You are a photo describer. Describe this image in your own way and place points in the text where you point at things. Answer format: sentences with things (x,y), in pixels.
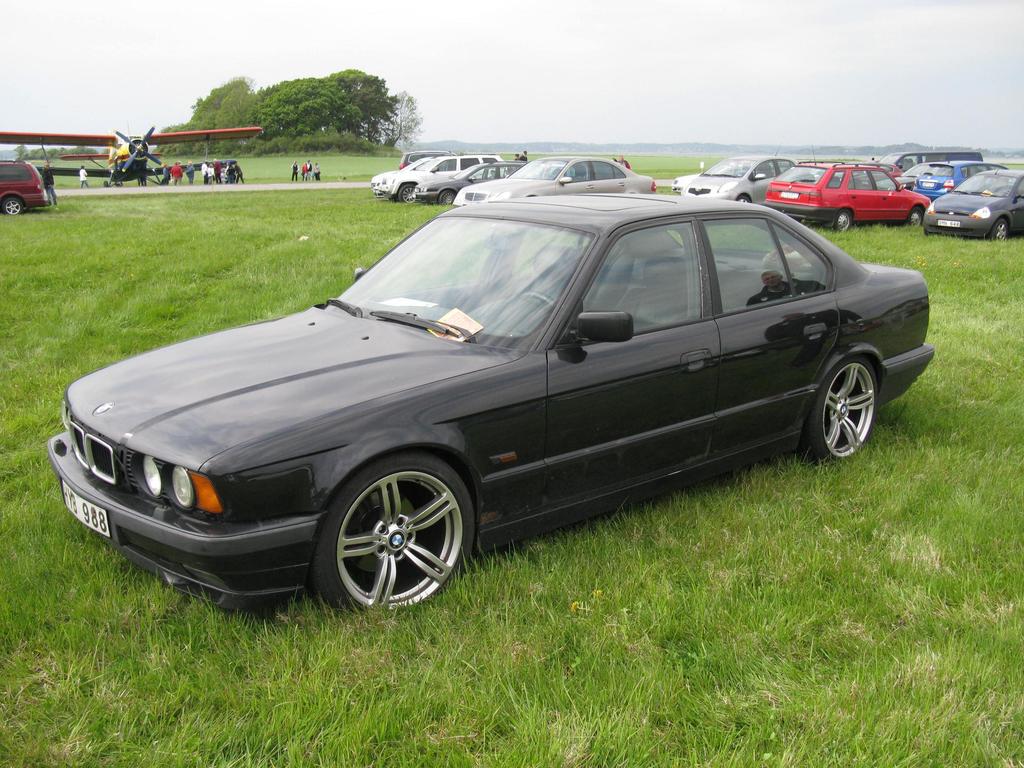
In this image we can see so many cars (630,330) on the grassy land (462,637). In the background (356,106), we can see trees (322,123), people (311,176) and one airplane (122,159). At the top of the image (864,18), we can see the sky (775,73) with clouds (368,44).
